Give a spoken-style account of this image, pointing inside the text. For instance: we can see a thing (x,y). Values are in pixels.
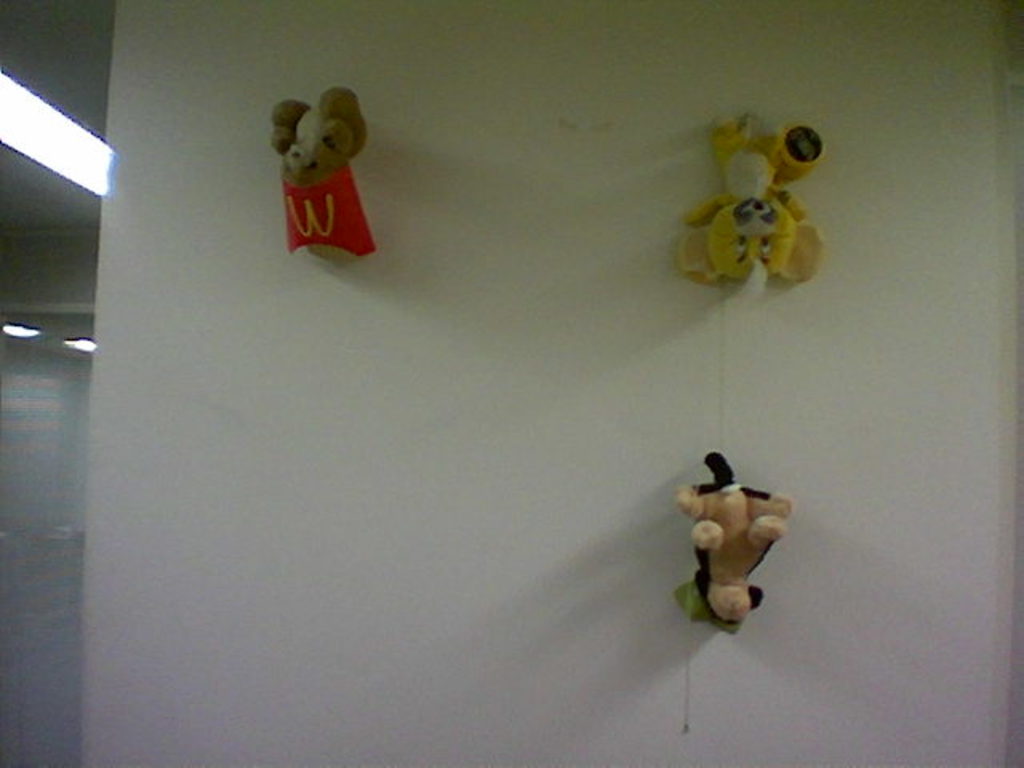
In this picture we can observe three teddy bears (731,241) hanged to the wall (514,169). The wall (599,419) is in white color. We can observe light (44,153) on the left side (50,128).
